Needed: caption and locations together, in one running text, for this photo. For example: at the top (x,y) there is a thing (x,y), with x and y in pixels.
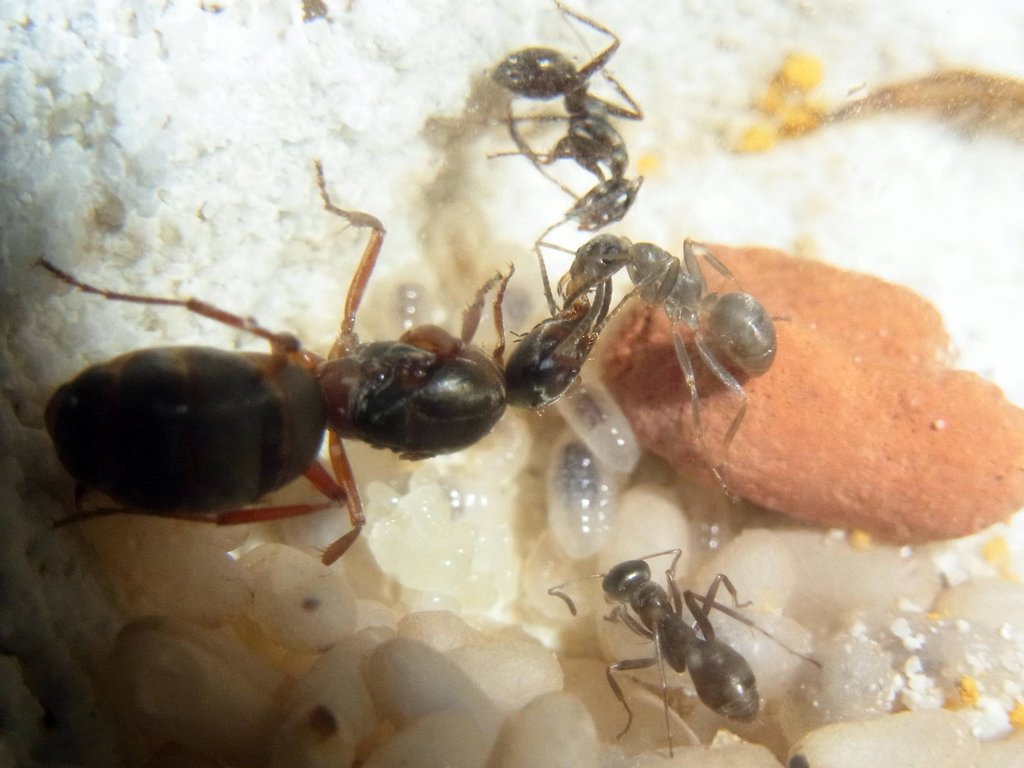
In this image there are few ants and its eggs (584,508) are on some food (899,387).
